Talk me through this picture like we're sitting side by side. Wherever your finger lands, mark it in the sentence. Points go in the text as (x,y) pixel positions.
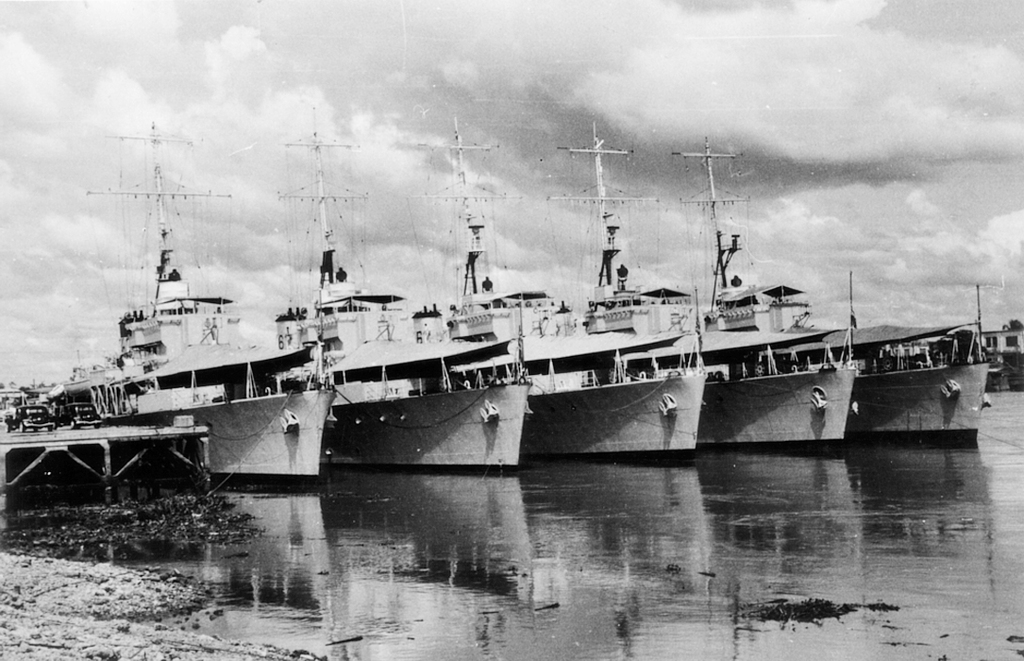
In this image we can see the ships (638,334) on the surface of the water (725,473). On the left (25,415) we can see the vehicles (64,415) on the wooden platform (141,435) and in the background (197,217) we can see the cloudy sky (277,151) and it is a black and white image.
